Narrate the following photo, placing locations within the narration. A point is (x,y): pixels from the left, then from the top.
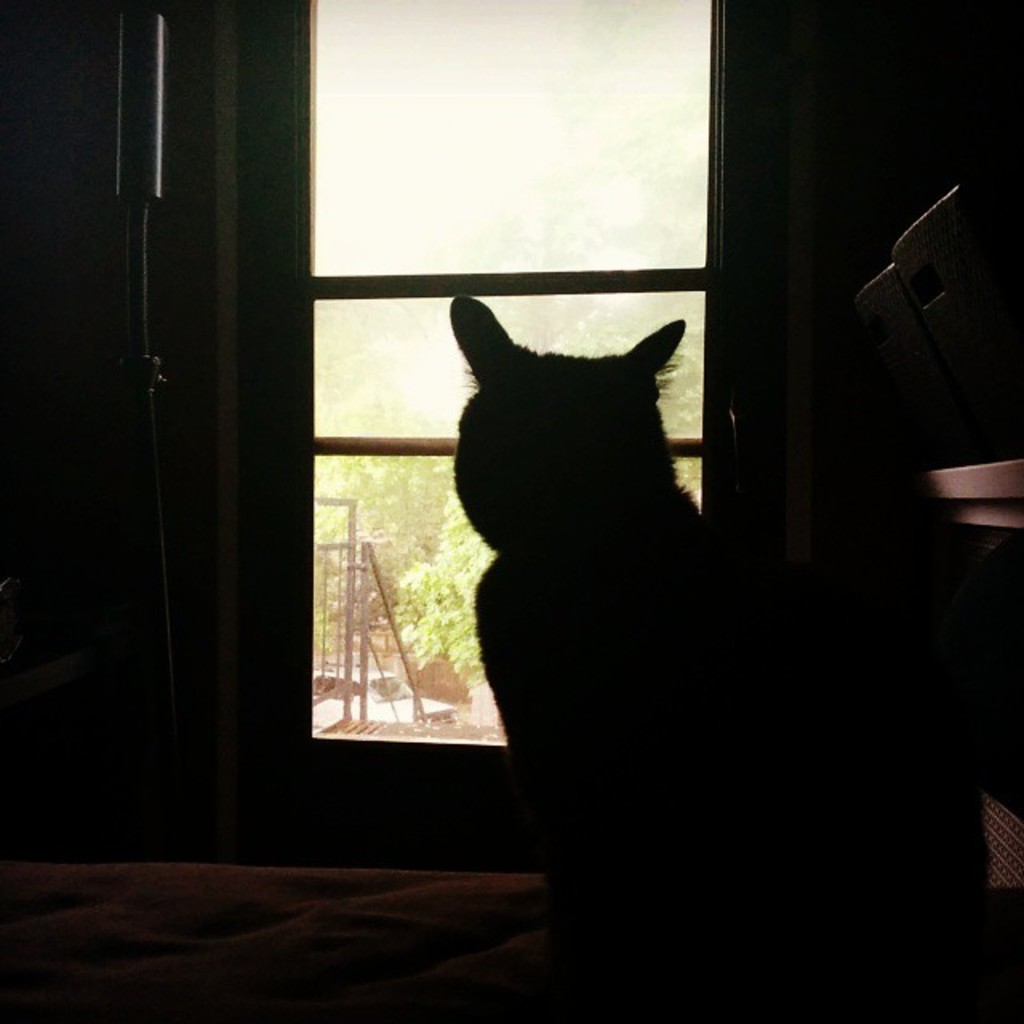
In this image we can see the bed (105,970), cat (572,842) and also the window (570,146) and through the window (463,550) we can see the railing (345,678), trees (420,542) and also the sky (463,79). We can also see some other objects (937,231).
